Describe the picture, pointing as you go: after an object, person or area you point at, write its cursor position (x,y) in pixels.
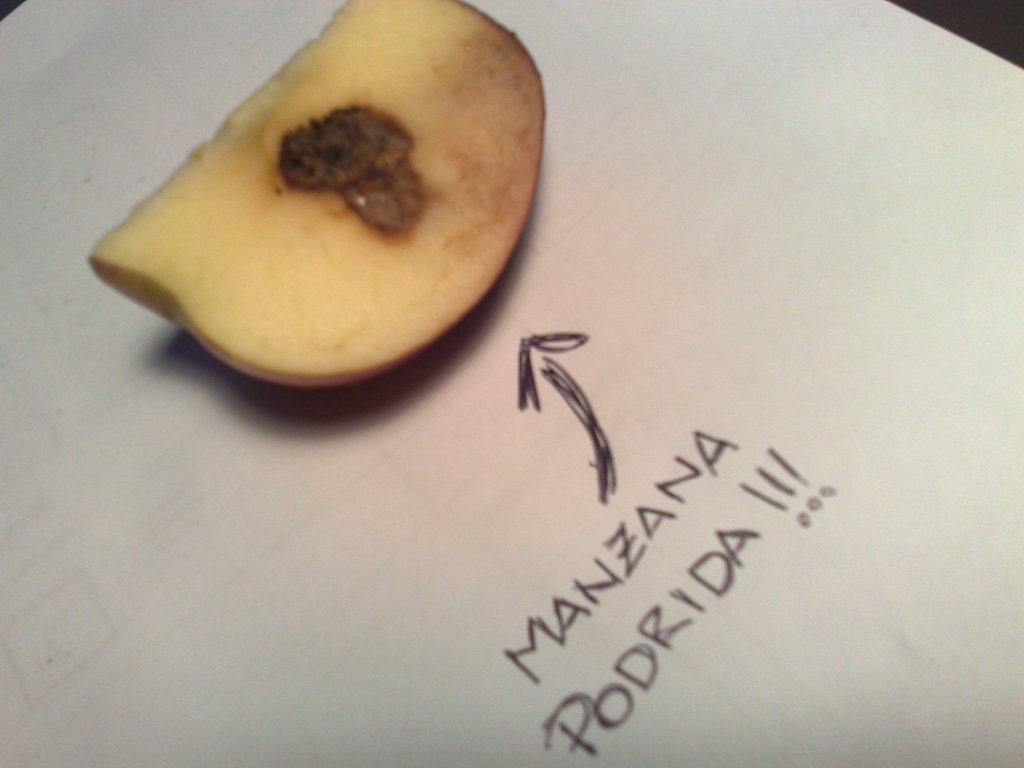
In the image there is an apple slice (471,267) kept on a paper (610,477) and there is some text (659,514) written on the paper (640,513) beside the apple (493,94).
